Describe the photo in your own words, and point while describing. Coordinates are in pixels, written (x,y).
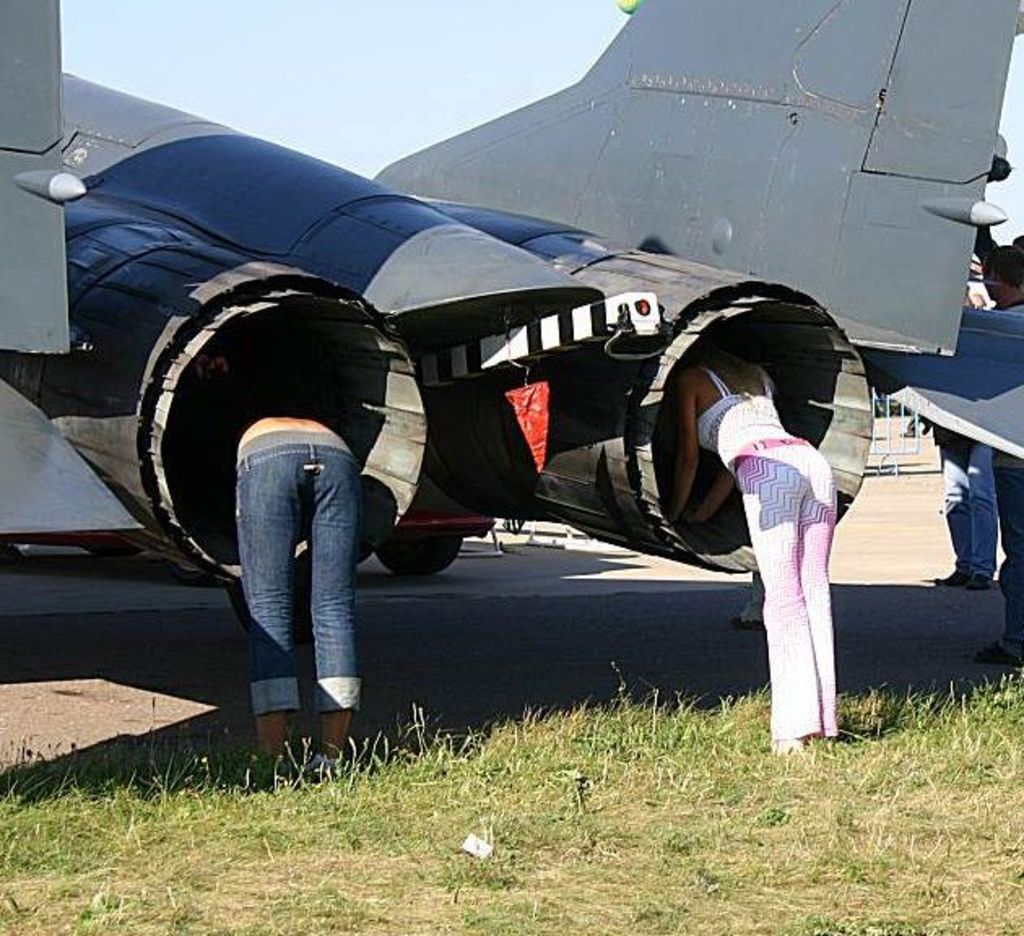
There are two persons (714,411) peeping into the thrusters (680,337) of an aircraft (549,163) which is on the road (661,563). Beside them, there's grass (720,818) on the ground (472,818). In the background (972,573), there are persons (997,509) standing on the road (997,591) and there is blue sky (215,12).
